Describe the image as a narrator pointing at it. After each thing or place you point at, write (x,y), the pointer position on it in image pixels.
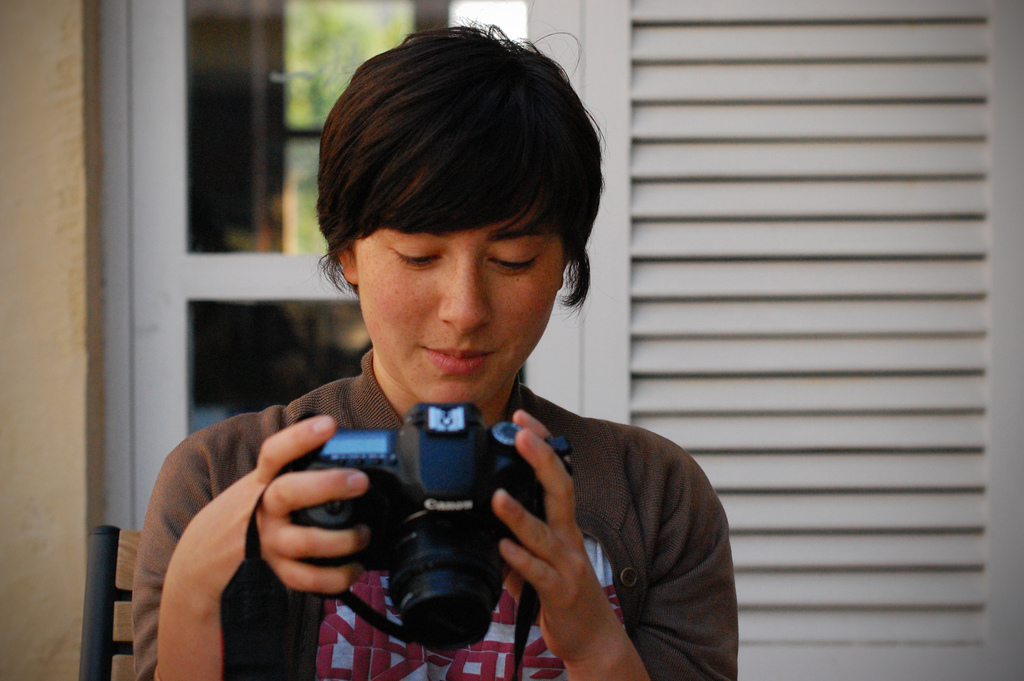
In this picture we can see a person (667,555) holding camera (378,527), behind we can see glass window (232,252) to the wall (2,446).
